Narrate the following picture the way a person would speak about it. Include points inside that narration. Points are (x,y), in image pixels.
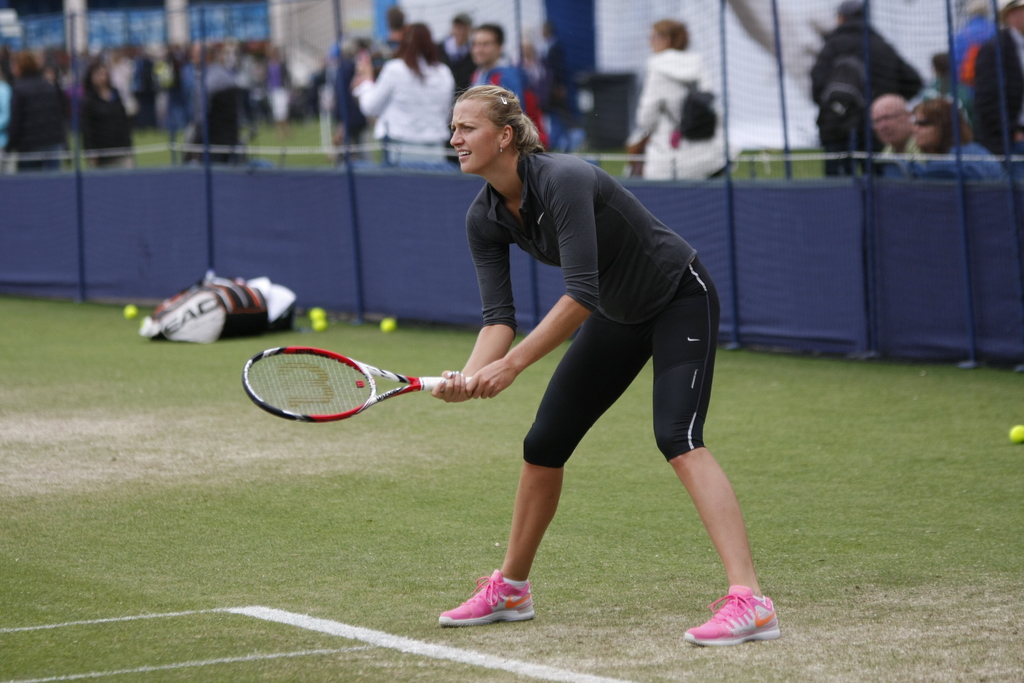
In this picture i could see a woman (549,386) playing tennis in the court (435,336) and the court (132,483) looks green in color. In the background (825,233) there is a wall (885,231) which is blue in color and some persons (372,54) standing and watching.
